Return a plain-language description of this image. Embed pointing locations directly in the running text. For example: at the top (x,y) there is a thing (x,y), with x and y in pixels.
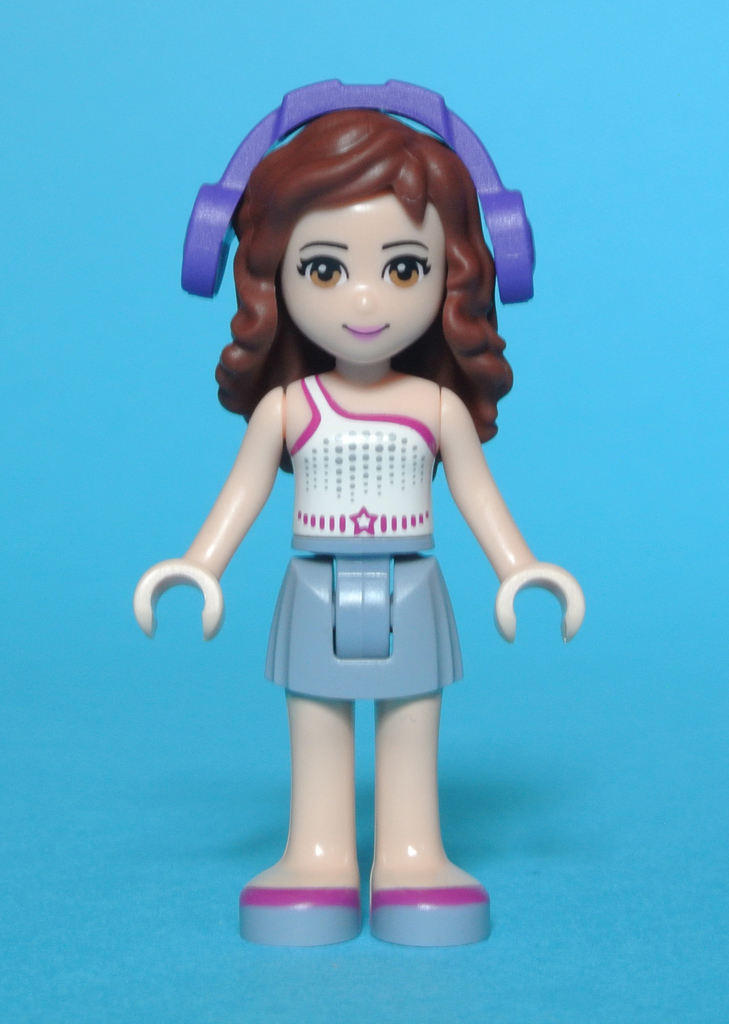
In this image I can see the toy (398,243) in multi colors and the background (667,481) is in blue color.
